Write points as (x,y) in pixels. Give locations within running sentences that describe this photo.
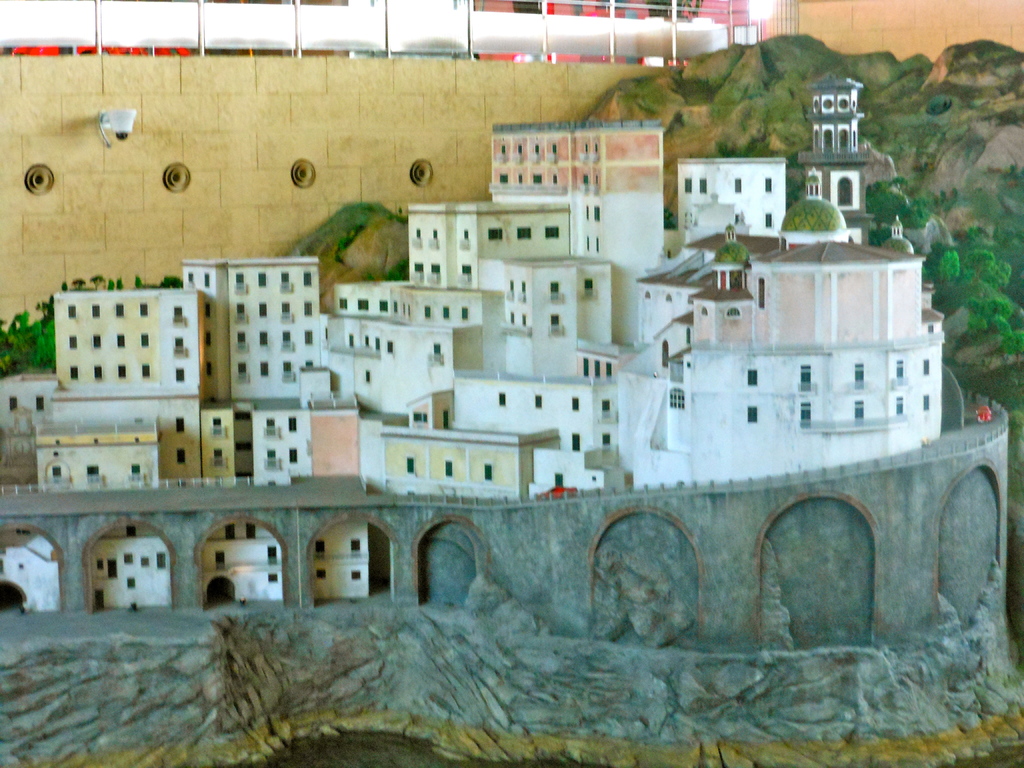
In this image I can see buildings (586,271), fence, trees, mountains (1004,156) and plants (8,372). This image is taken may be during a day.
